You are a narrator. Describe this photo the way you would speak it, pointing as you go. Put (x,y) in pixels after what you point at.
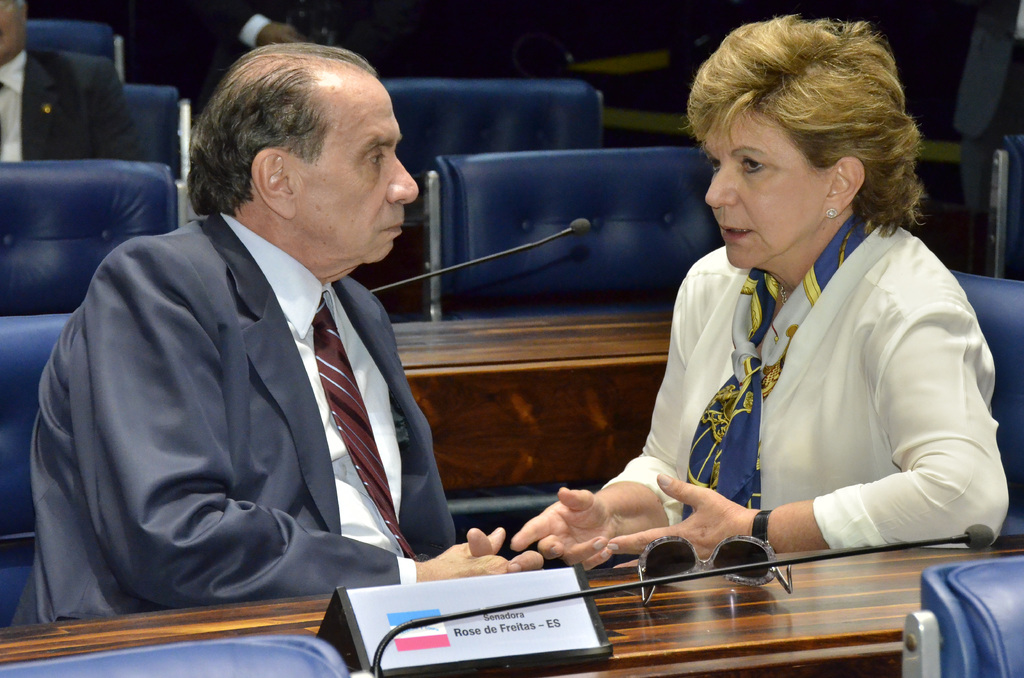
In this picture, we see a man (386,479) in the blue blazer (286,378) and a woman (790,373) are sitting on the chairs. Both of them are talking to each other. In front of them, we see a table (680,588) on which a microphone (512,601), goggles (674,552) and a name board (520,597) are placed. Behind them, we see the empty chairs (487,277). In the background (36,143), we see two men (41,126) are sitting on the chairs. On the right side (697,585), we see a table (454,323). In the background (607,38), it is black in color.
